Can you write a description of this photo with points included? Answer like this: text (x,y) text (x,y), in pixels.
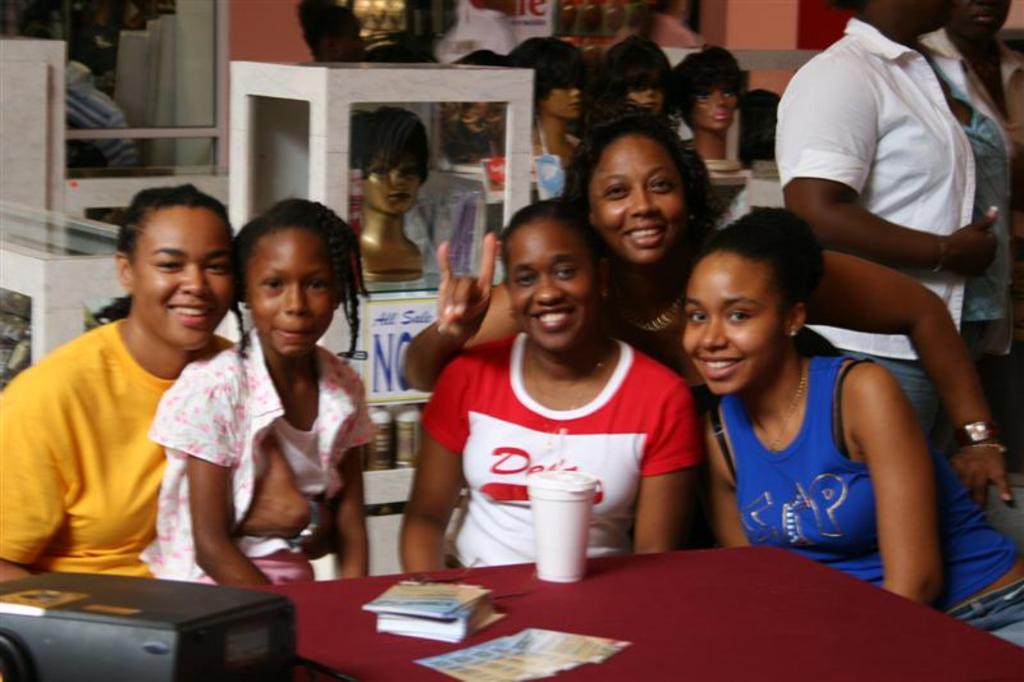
In this image, I can see a group of people (183,414) sitting and smiling. At the bottom of the image (517,639), I can see a table (881,678) with the cards (478,609), glass (568,518) and an object (293,617) on it. In the background (568,117), I can see the mannequin heads (551,132). It looks like a cupboard (382,81). On the right side of the image (906,154), there are two people (960,131) standing.
